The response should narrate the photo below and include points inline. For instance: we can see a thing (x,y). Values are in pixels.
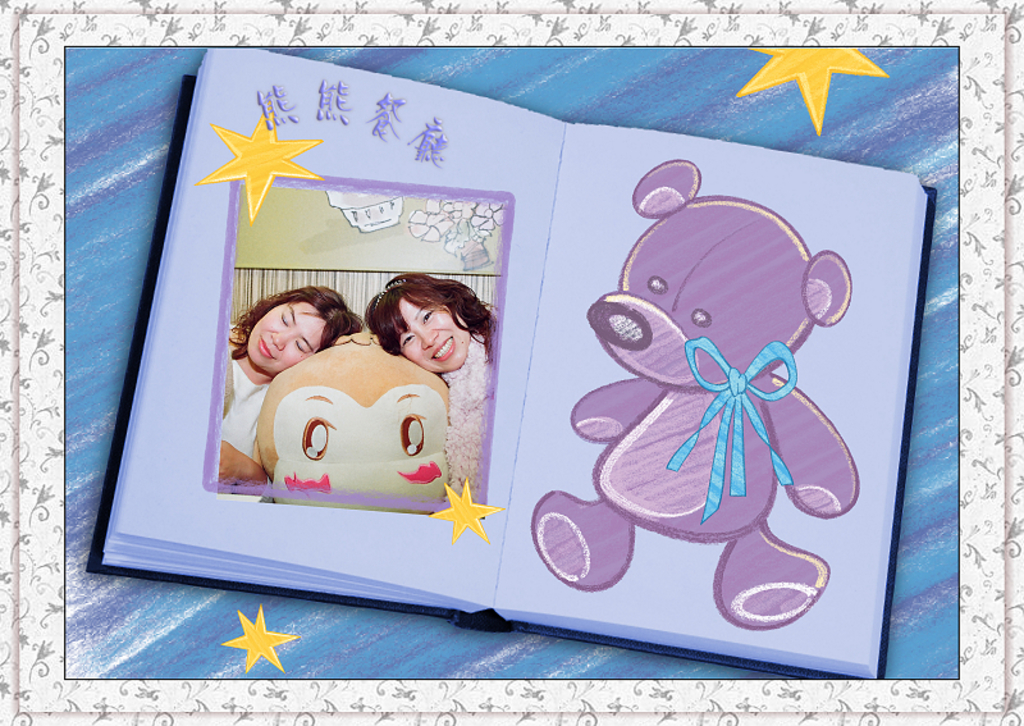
In this image there is a book (560,469) and on the left (330,322) there are two women (372,319) and on the right (691,511) there is a teddy painting (793,548). There are four yellow color stars (283,635) in this image and it is edited.
